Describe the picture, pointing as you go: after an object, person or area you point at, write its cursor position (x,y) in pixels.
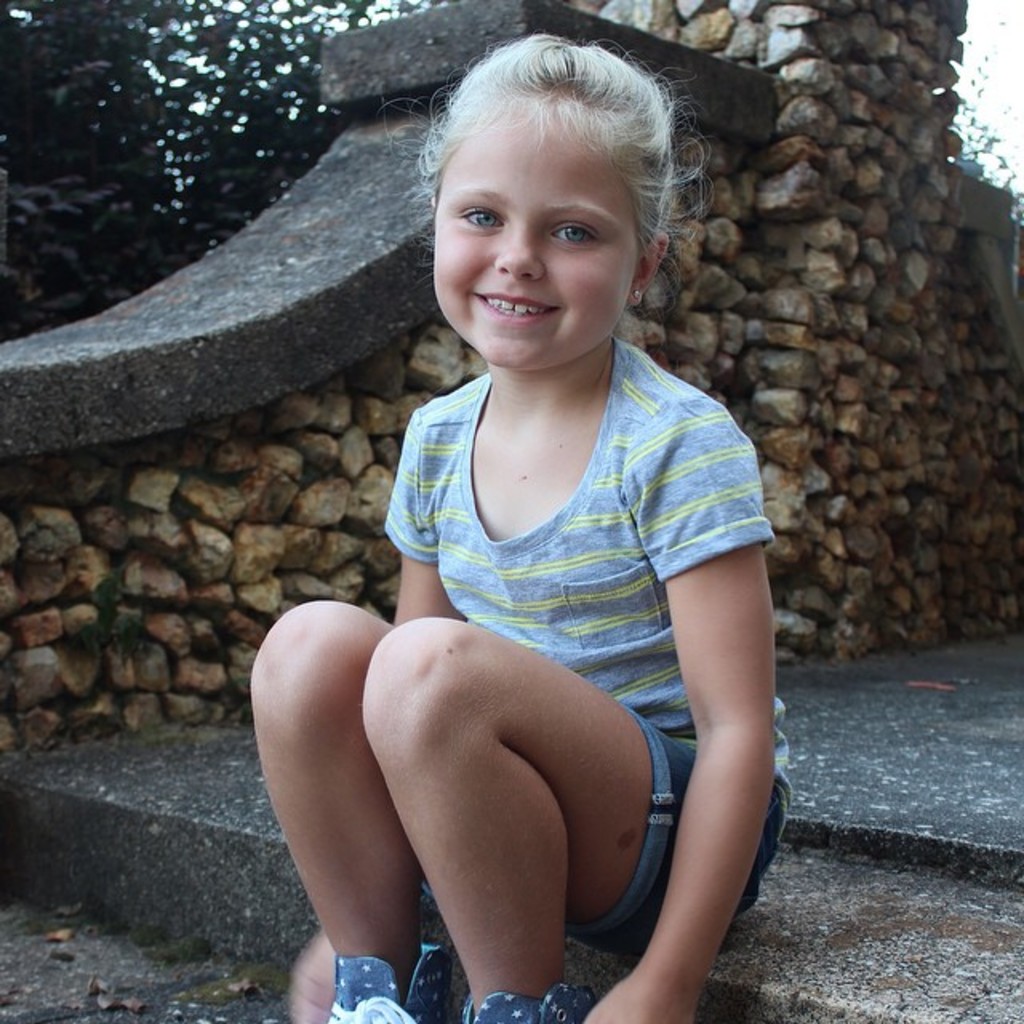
This is a girl (651,820) sitting and smiling. In the background (790,372), I think this is a wall (376,379), which is built with the rocks (832,277). This looks like a tree (141,197).
